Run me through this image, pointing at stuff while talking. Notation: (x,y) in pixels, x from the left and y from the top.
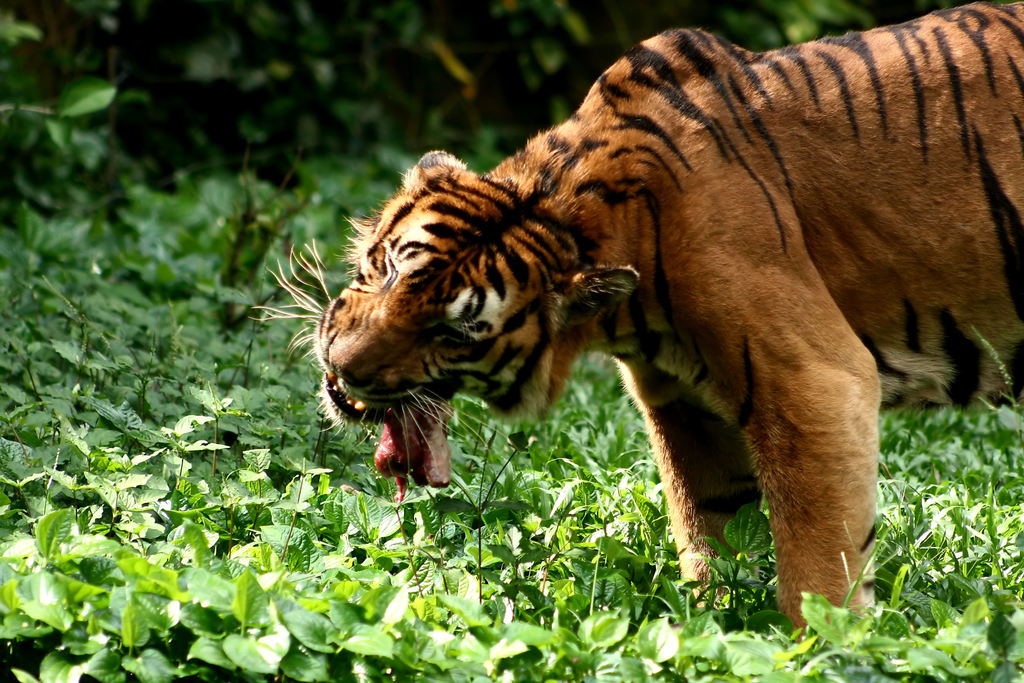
In this image on the right side (740,197) there is one tiger (777,338), and at the bottom (518,567) there are some grass (966,532) and plants (403,543).
